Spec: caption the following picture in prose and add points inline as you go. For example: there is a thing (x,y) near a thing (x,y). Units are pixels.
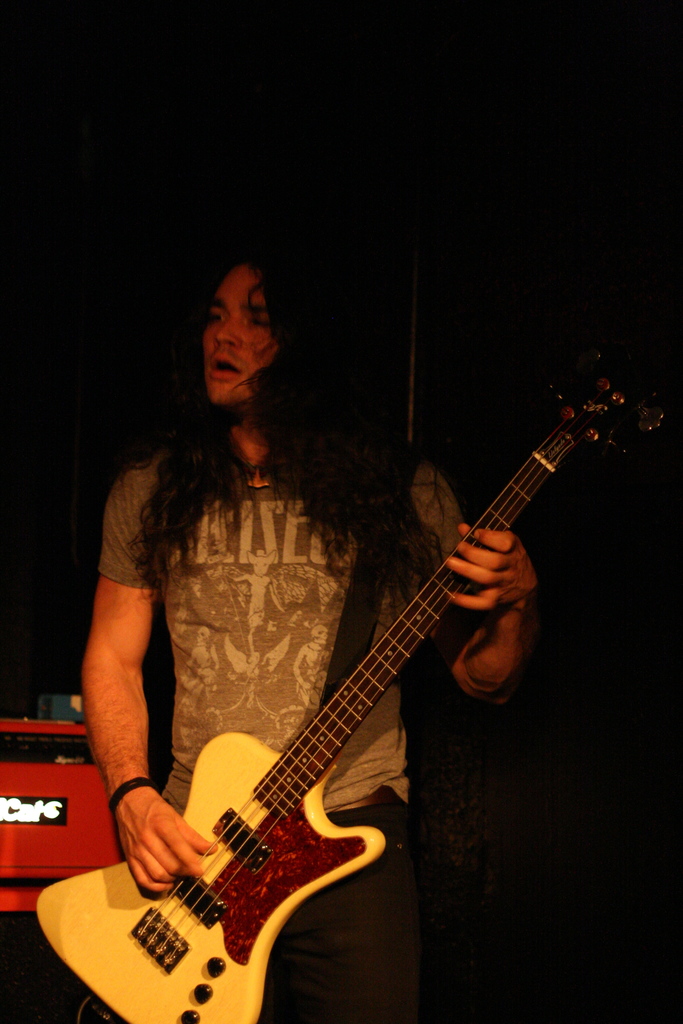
The picture consists of one person (320,1014) holding a guitar (183,988) and wearing a t-shirt (264,719) and behind him there is one red box (36,830).
